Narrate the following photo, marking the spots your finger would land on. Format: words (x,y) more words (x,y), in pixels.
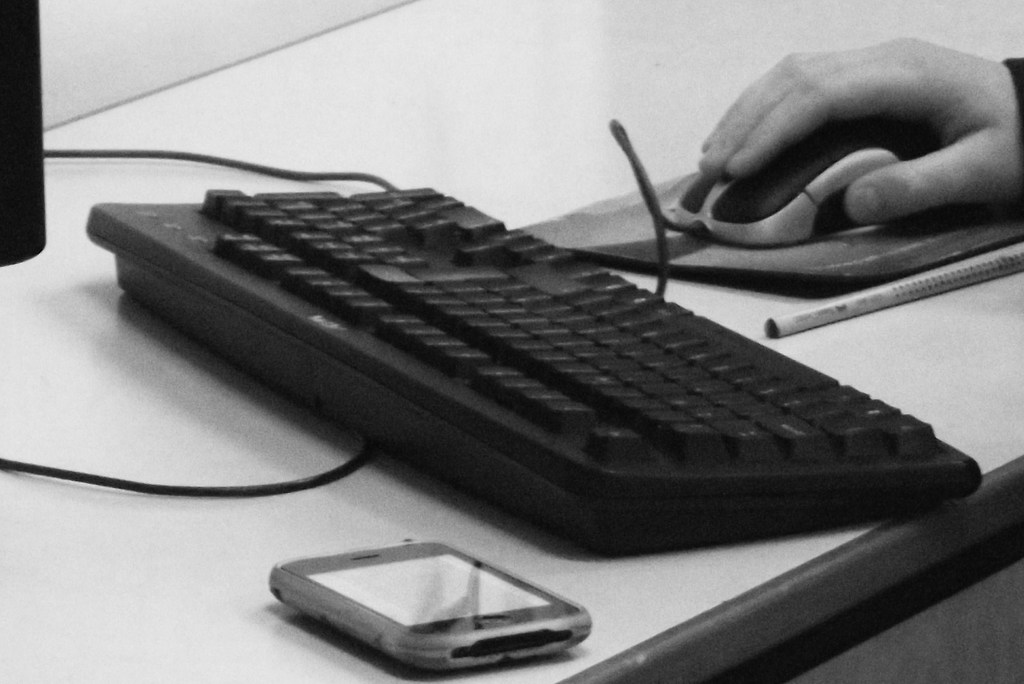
In this image we can see a keyboard (711,459), a mobile (349,636) and a mouse (790,239) which is held by person's hand (985,109) are placed on the table (208,631) along with a pen (923,285).
